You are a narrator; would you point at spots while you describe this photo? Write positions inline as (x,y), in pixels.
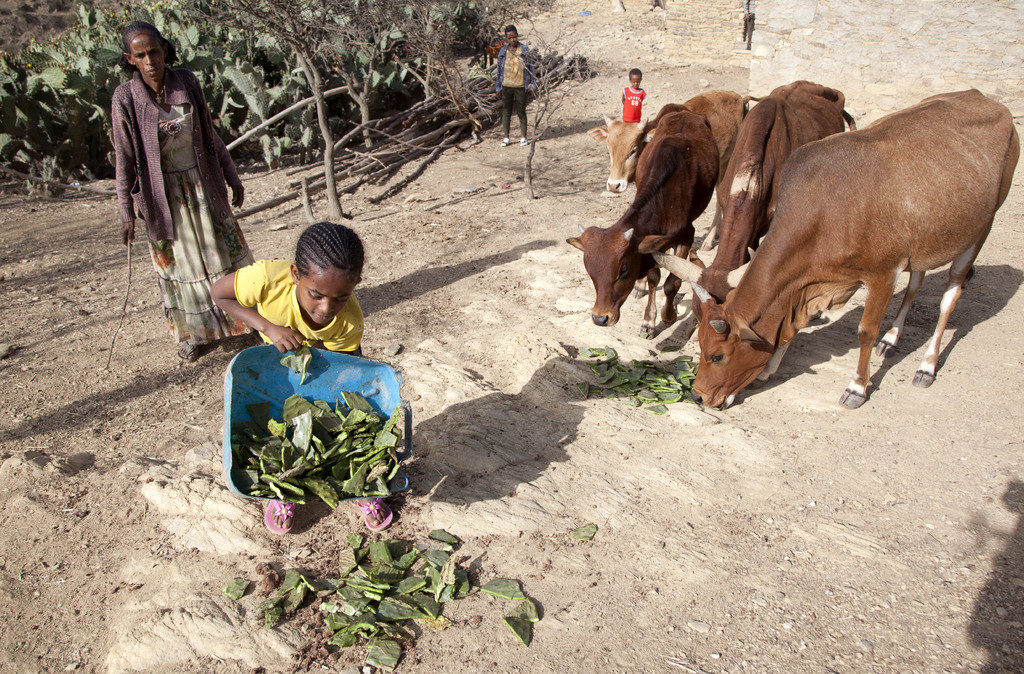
In this picture, there is a kid (271,307) holding a basket (228,379) with leaves (296,408). Behind her, there is a woman (164,112) wearing a jacket (132,155) and holding a stick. Towards the right (808,227), there are animals (799,242). On the top (155,25), there are plants (401,20) and kids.
